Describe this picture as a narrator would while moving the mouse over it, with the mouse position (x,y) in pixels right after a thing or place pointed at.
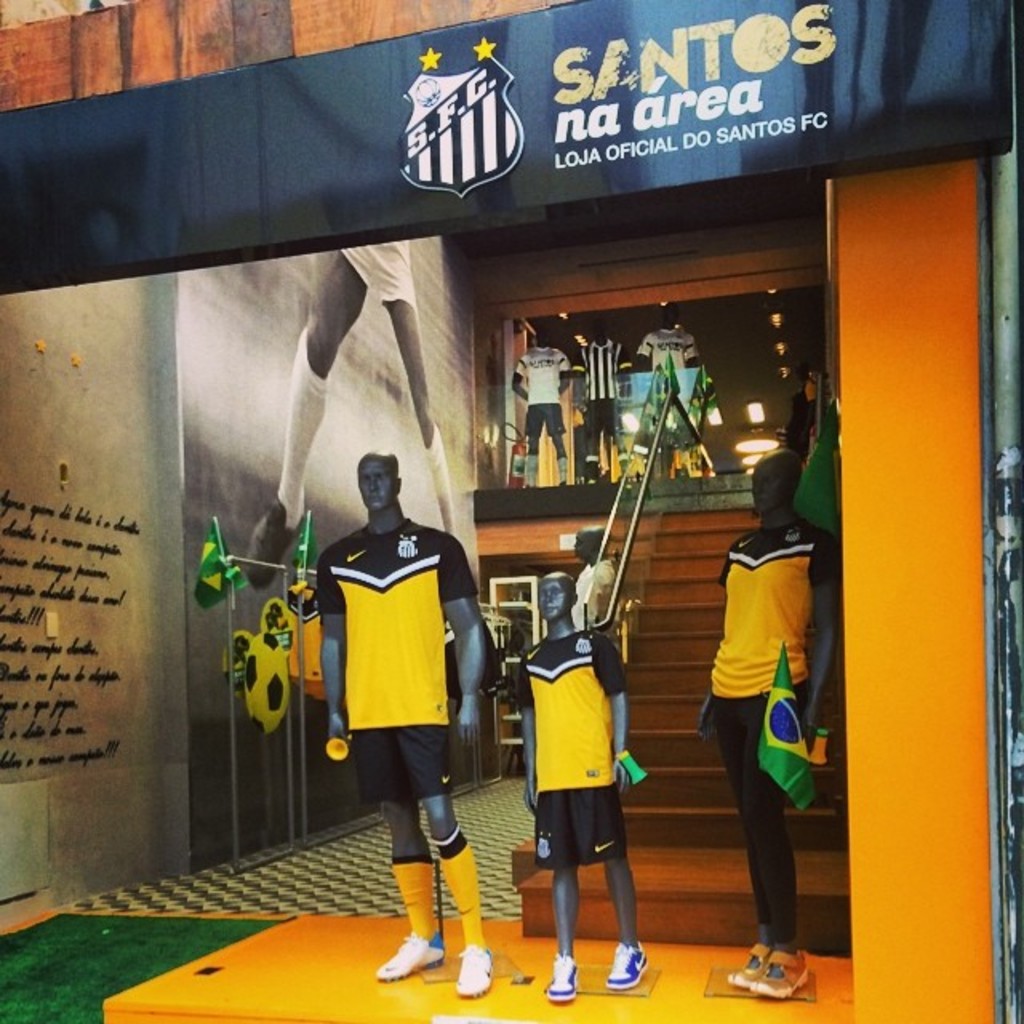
There is a sports equipment store (622,423) in the image, Brazil flag (782,733) which is held by the mannequin (755,756) standing in front of the store (379,681).
